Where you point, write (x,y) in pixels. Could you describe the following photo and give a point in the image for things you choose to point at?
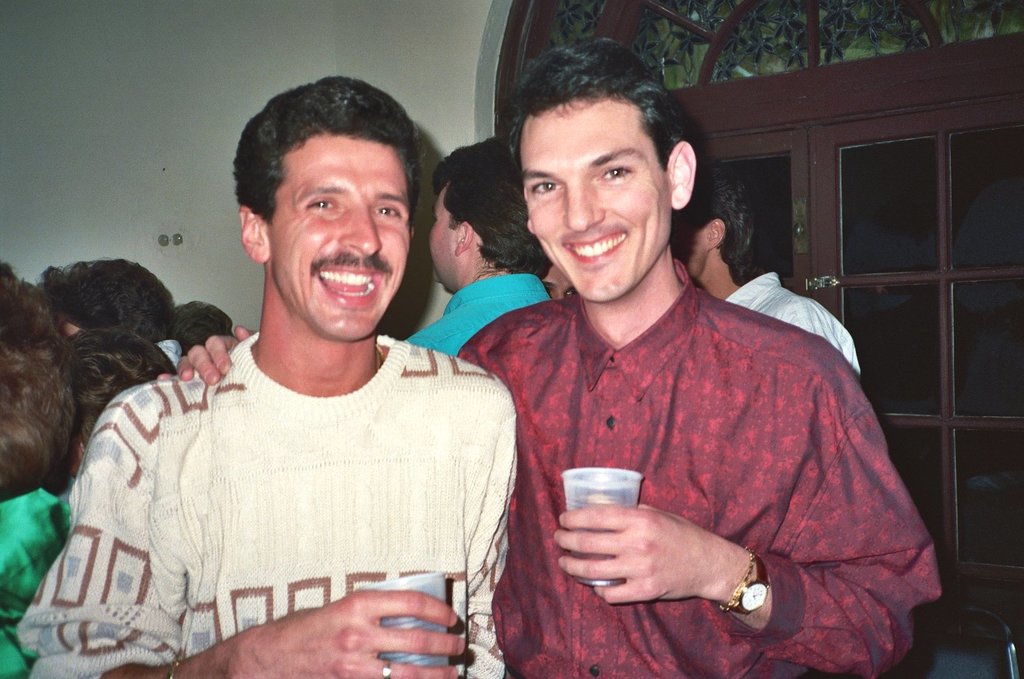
This image consists of two men (463,533) standing. In the front (217,490), they are holding the glasses (386,606). In the background (490,214), there are many people (3,284). On the right (978,278), there is a door (919,175). At the top (895,52), there is a ventilator (910,51). On the left (188,125), we can see a wall (234,90).
